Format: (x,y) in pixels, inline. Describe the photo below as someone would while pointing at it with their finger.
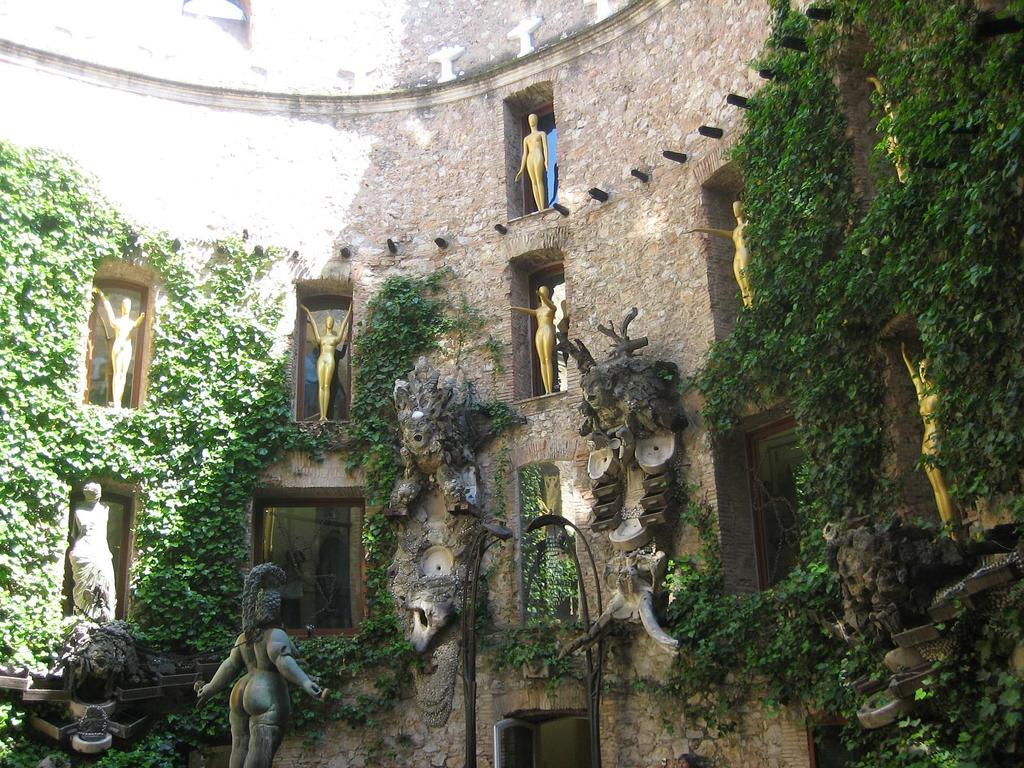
In this image there are statues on the windows (98,349) of the building (720,316) and there are leaves (177,416) on the walls (231,350).
